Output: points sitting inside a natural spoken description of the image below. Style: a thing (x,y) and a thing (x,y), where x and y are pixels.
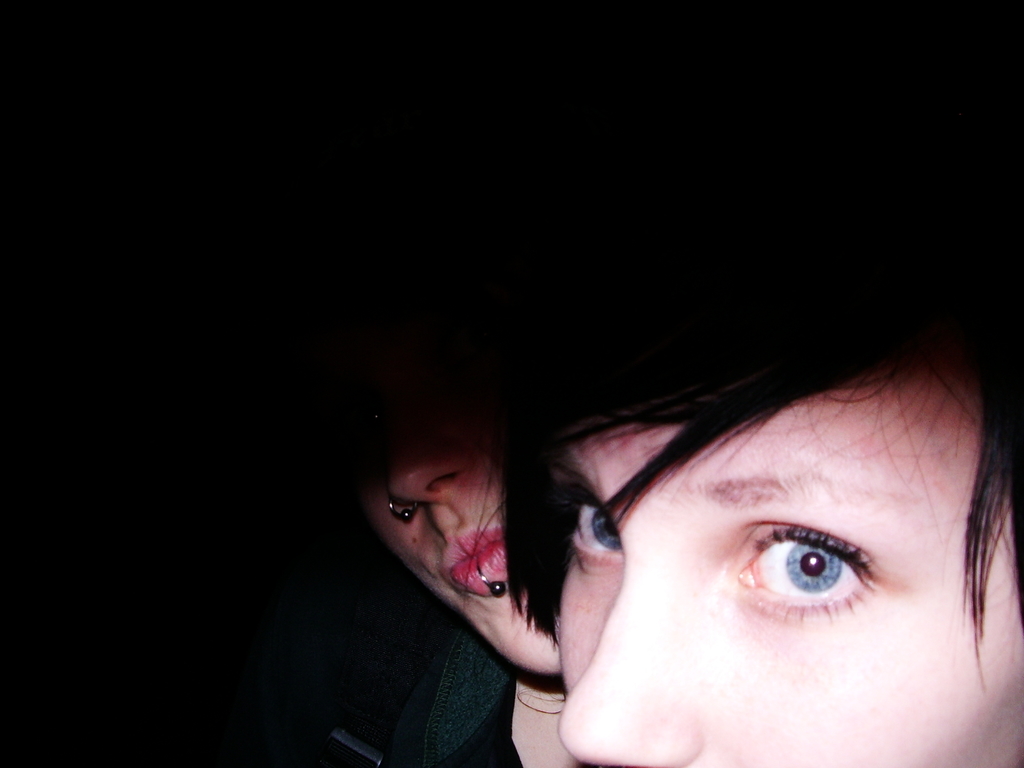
In this image there are two person faces (560,480) in the dark.
